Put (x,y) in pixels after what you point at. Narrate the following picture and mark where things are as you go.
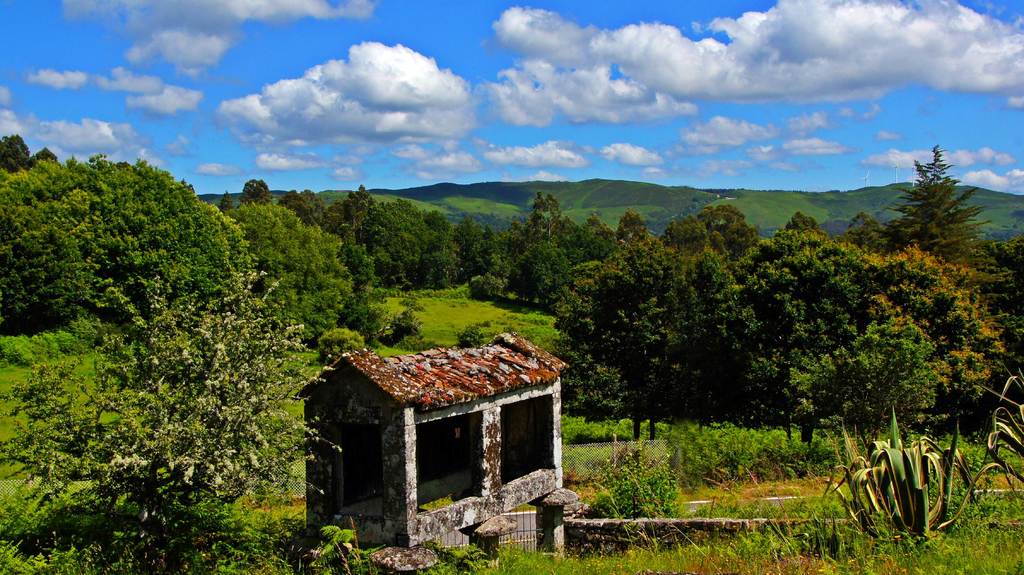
In the center of the image (457,370) we can see a house (514,408), roof (418,388), pillars (559,523), grilles (531,527), wall (630,527). In the background of the image (14,425) we can see the hills (756,224), trees (743,275), grass (736,560) and plants (892,464). At the top of the image (411,75) we can see the clouds (570,82) are present in the sky (504,73).
